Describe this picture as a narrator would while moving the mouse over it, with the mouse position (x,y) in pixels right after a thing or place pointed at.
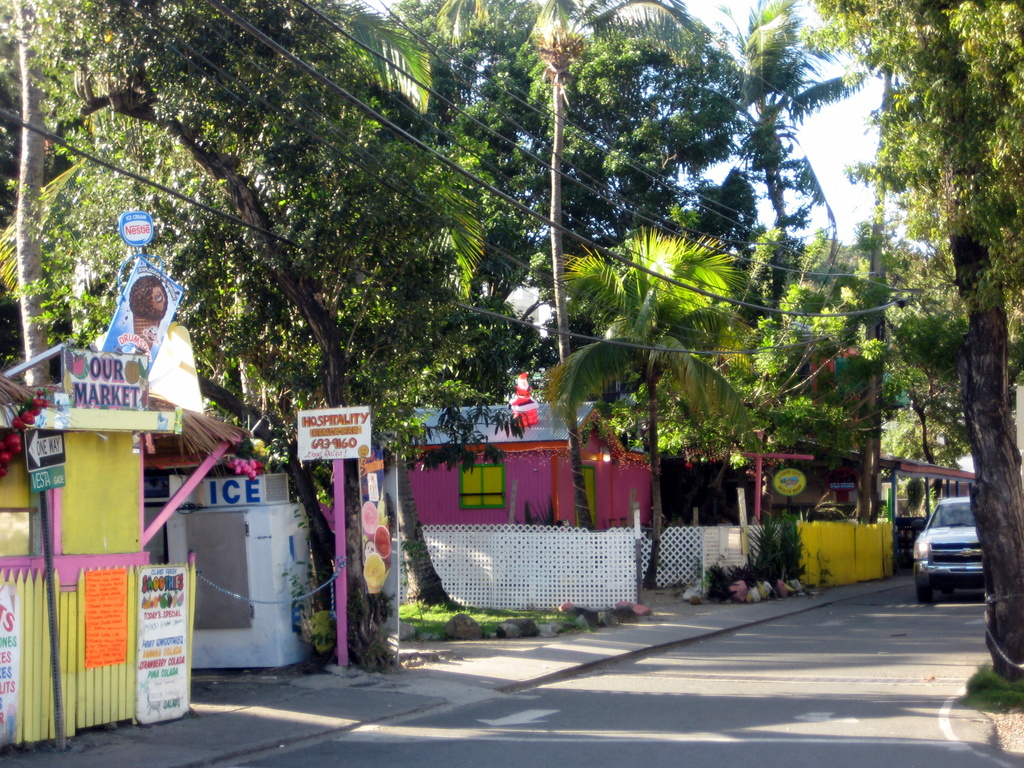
In this picture we can see few sign boards (85,397), houses (133,419), trees (431,260) and cables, and also we can find a car (929,548) on the road (866,679).
